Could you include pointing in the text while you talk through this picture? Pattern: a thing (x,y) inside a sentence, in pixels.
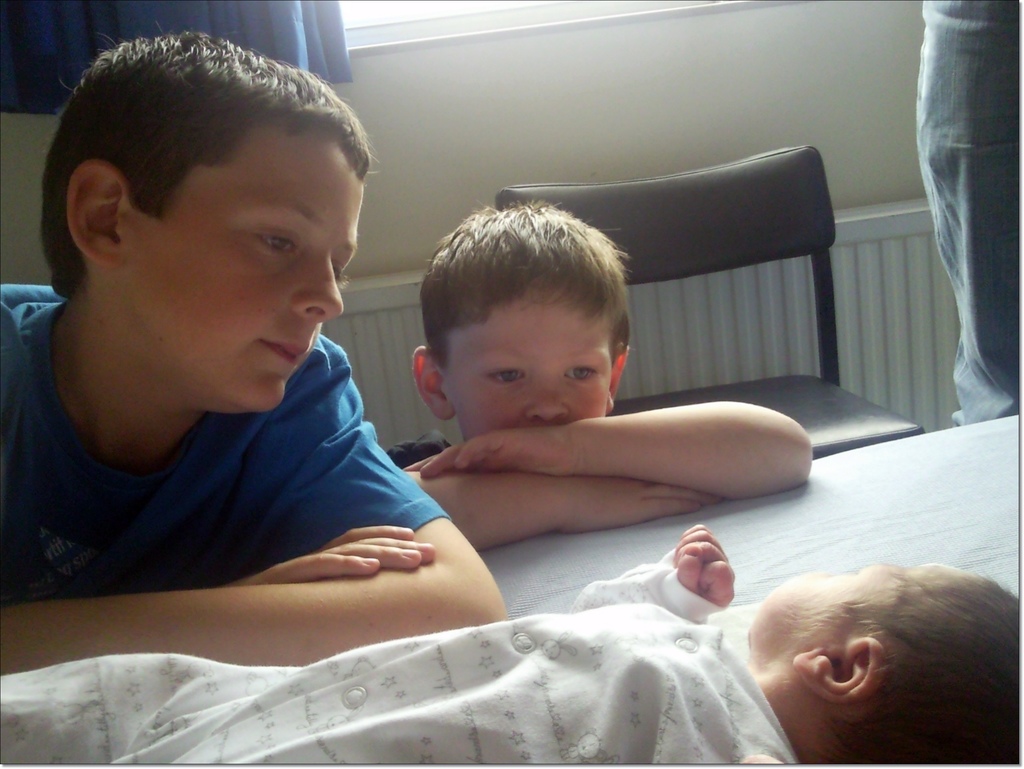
At the bottom of this image (387,725) there is a baby (571,751) laying. On the left side (190,420) there are two boys (163,375) looking at this baby (749,683). Beside the boys (100,443) there is a chair (814,401). In the top right (979,207), I can see a person's leg (962,142). In the background (696,89) there is a wall (484,105) and also I can see a blue color curtain (205,25).
